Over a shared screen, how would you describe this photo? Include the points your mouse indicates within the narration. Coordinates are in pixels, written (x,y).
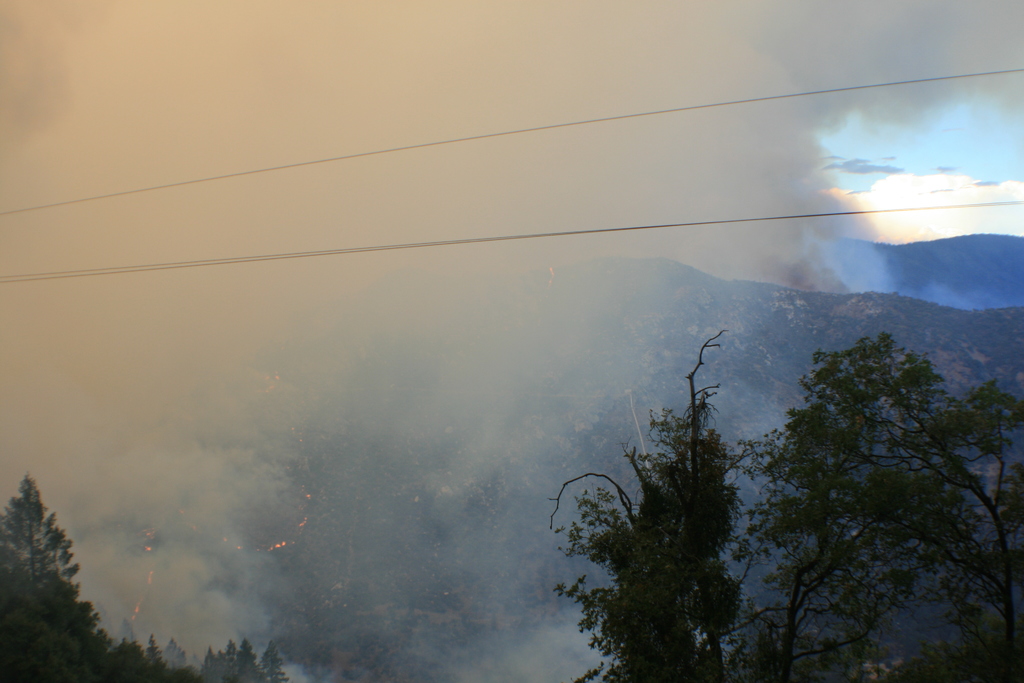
In this picture I can see few trees (842,441) in front (852,389). In the middle of this smoke (275,209) and the wires (808,215). In the background (949,226) I see the mountains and the sky (996,229).
